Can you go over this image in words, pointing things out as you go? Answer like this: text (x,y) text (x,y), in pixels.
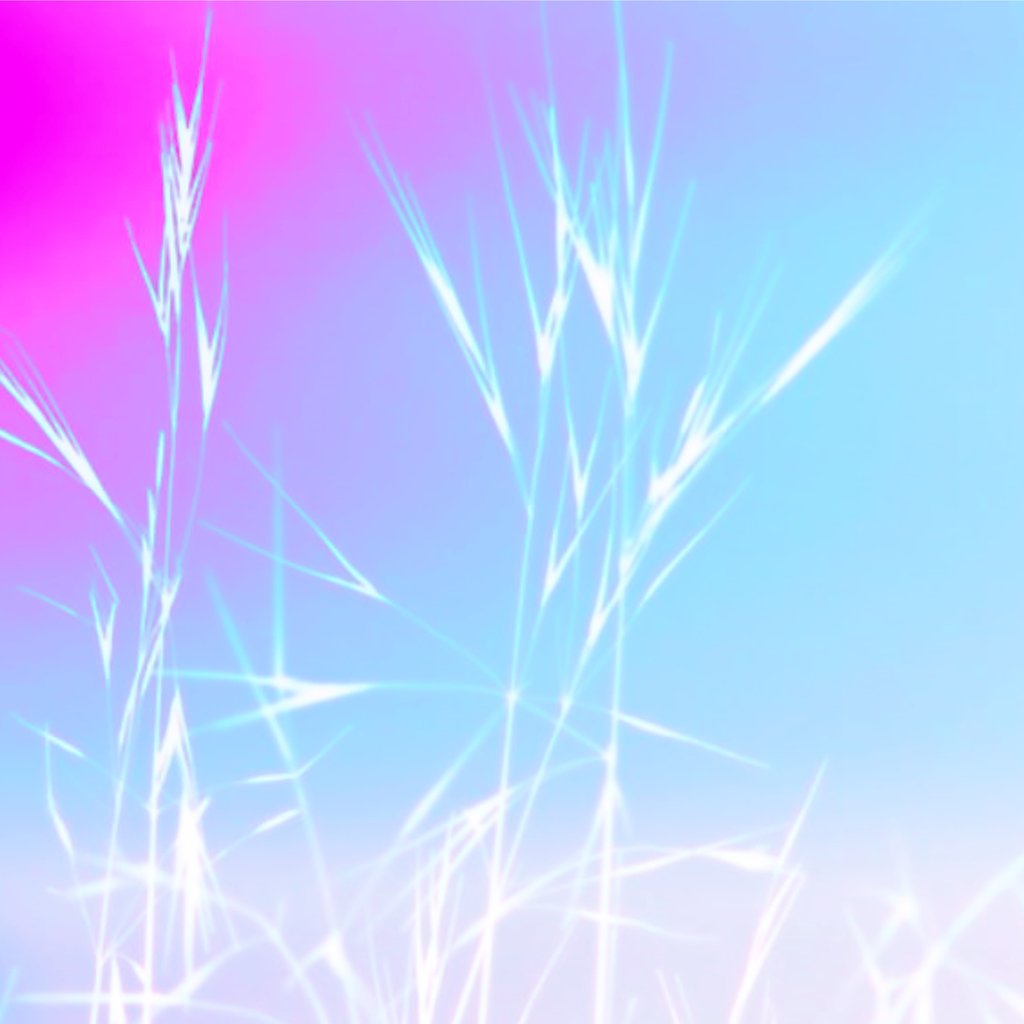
In this image there is grass (436,884), there is a blue background (828,556) behind the grass (686,546), there is pink background (155,98) behind the grass (172,55).
